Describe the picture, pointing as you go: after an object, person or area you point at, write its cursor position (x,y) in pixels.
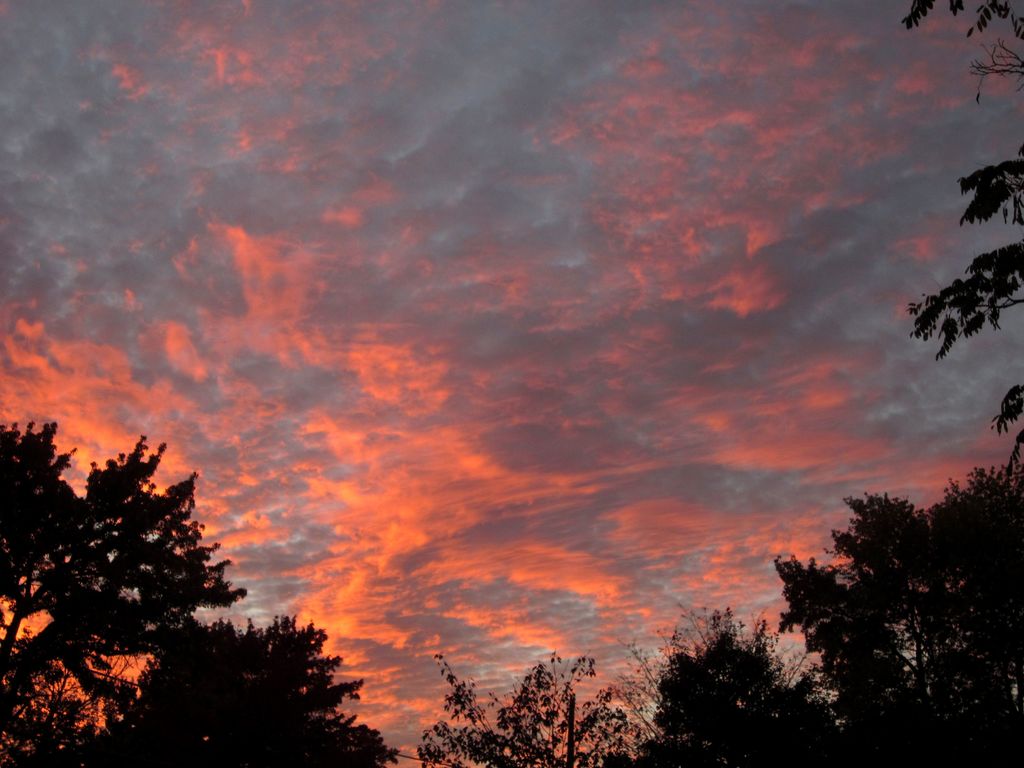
In this image we can see a group of trees (705,668). On the backside (559,614) we can see the sky (577,435) which looks cloudy.
